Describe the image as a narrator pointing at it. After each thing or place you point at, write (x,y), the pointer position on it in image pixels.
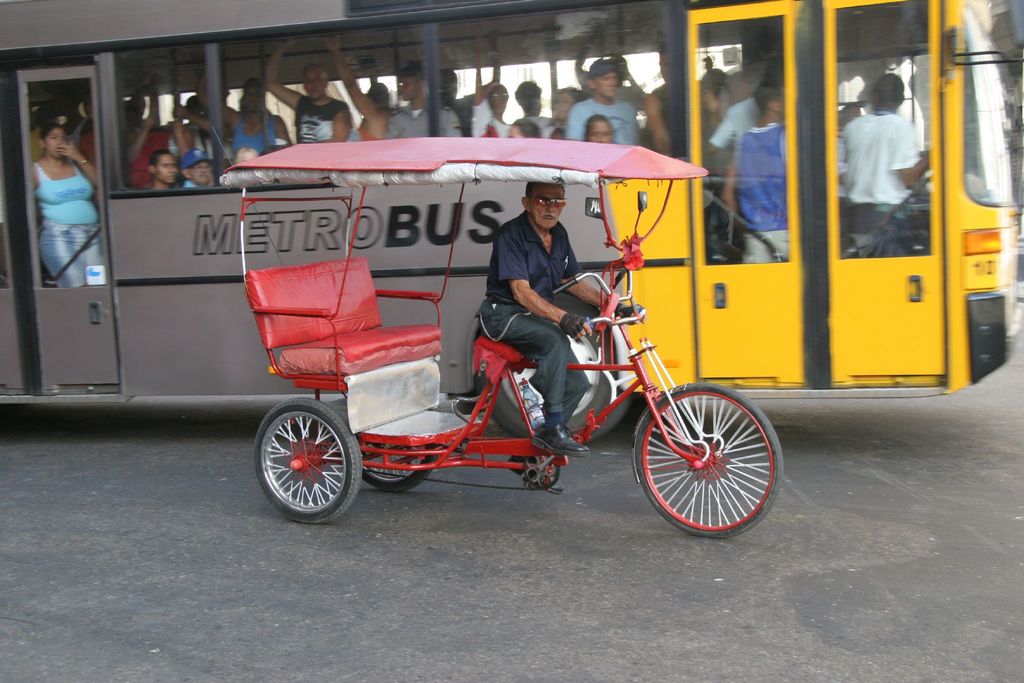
In this picture we can see a old man (538,277) wearing blue color shirt (534,264) and pant (541,371) driving red color three wheel cycle (491,438). Behind we can see yellow and gray color bus (132,241) full of people (152,133) moving on the road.
